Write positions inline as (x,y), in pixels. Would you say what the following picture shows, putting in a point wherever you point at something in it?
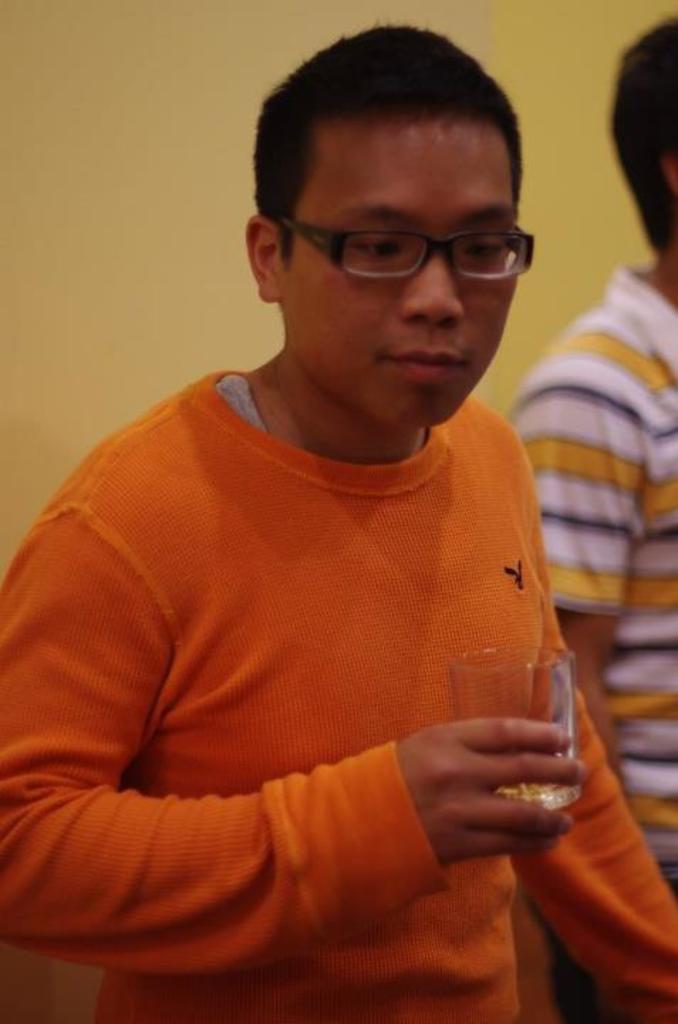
In this picture there is a boy (201,539) wearing orange color t-shirt (390,715) and holding the glass (478,710) in the hand (509,737) and looking down. Behind there is a yellow color wall (208,125).
